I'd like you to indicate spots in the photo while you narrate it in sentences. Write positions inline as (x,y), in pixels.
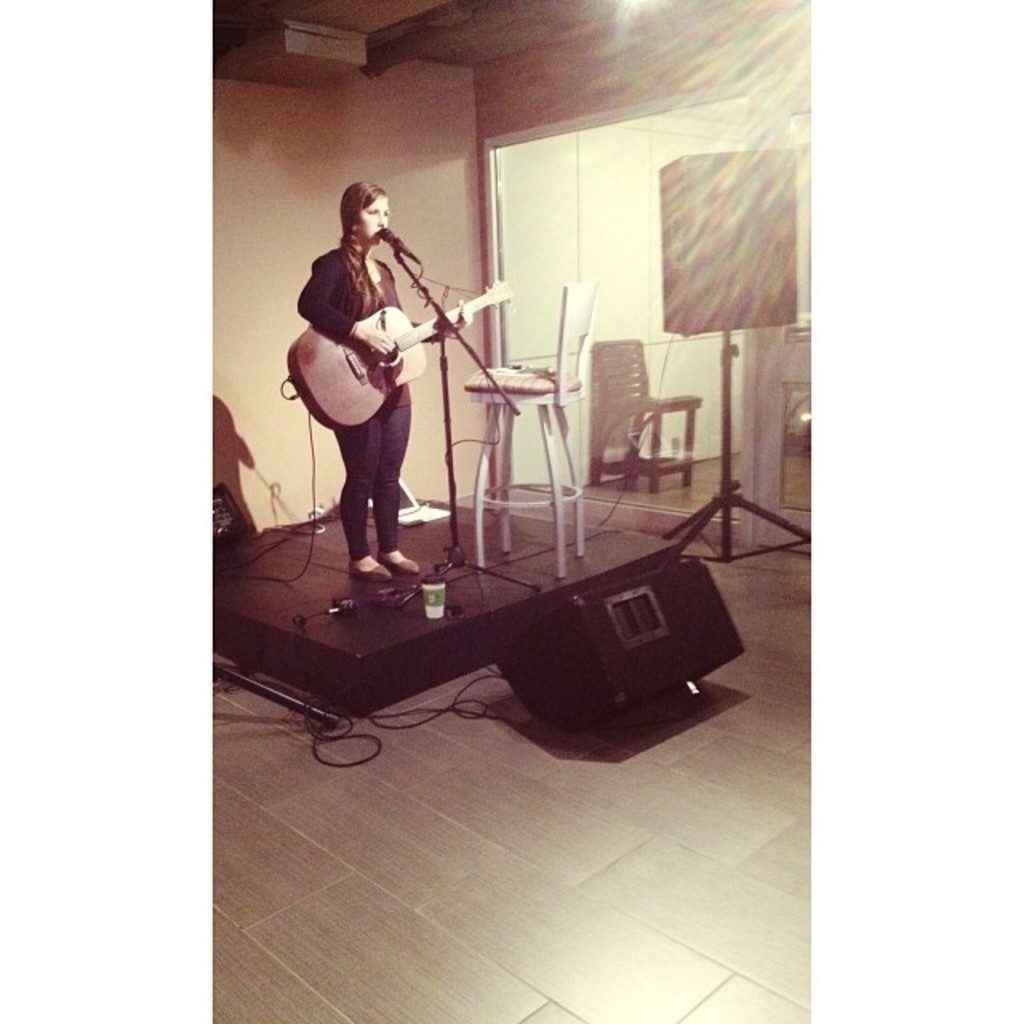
In this picture a woman (359,201) is standing on a stage (380,634) in the left corner (287,594). She is holding a guitar (335,379) and singing on a mike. Besides her there is a chair (575,296) and behind her there is a wall (436,125), in front of her there is a sound speaker (630,580). In the right side (734,310) there is a sound speaker (734,287) and chair (678,399).
